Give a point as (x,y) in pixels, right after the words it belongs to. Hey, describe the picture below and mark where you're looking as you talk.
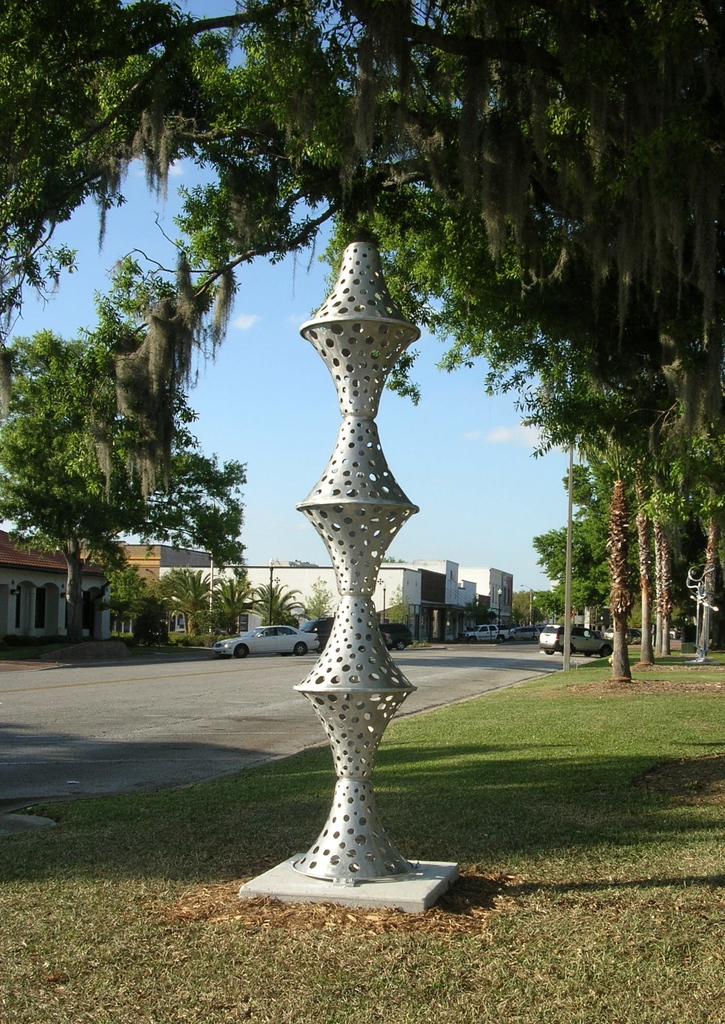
In this image I can see few building (251,580), trees (115,472), vehicles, poles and ash color pole (342,497). The sky (451,493) is in blue and white color.
